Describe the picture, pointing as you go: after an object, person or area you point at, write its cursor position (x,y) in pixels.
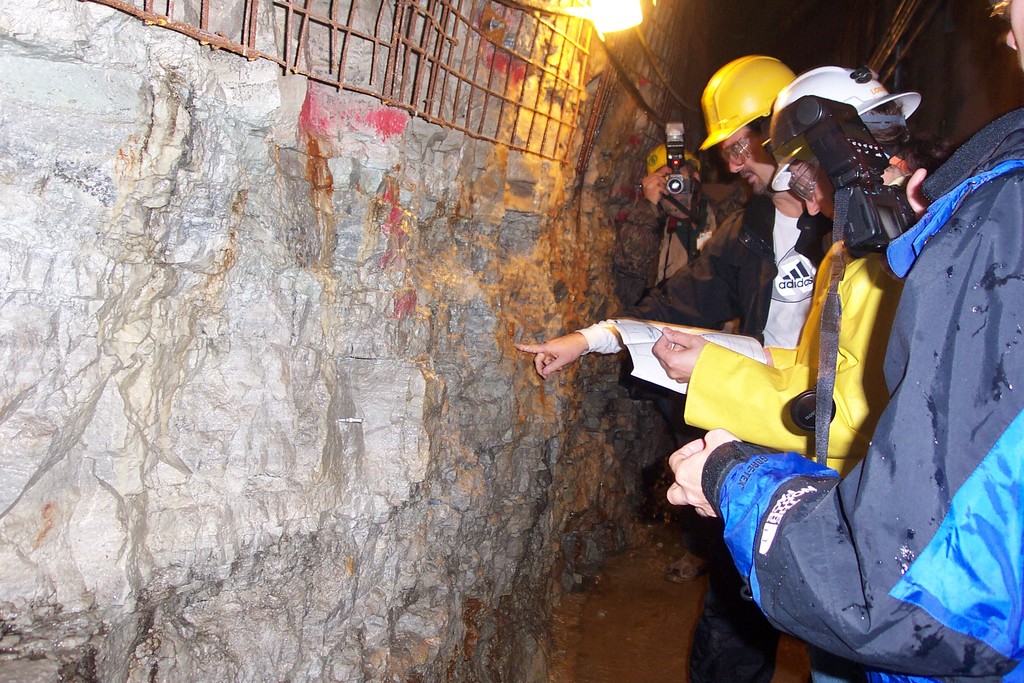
On the right side of the image (746,264) we can see few people (846,324), few people (840,341) wore helmets (718,133) and few people (695,174) holding cameras (679,151), in front of them we can see metal rods (514,95), a light (623,22) and rock (398,365).
